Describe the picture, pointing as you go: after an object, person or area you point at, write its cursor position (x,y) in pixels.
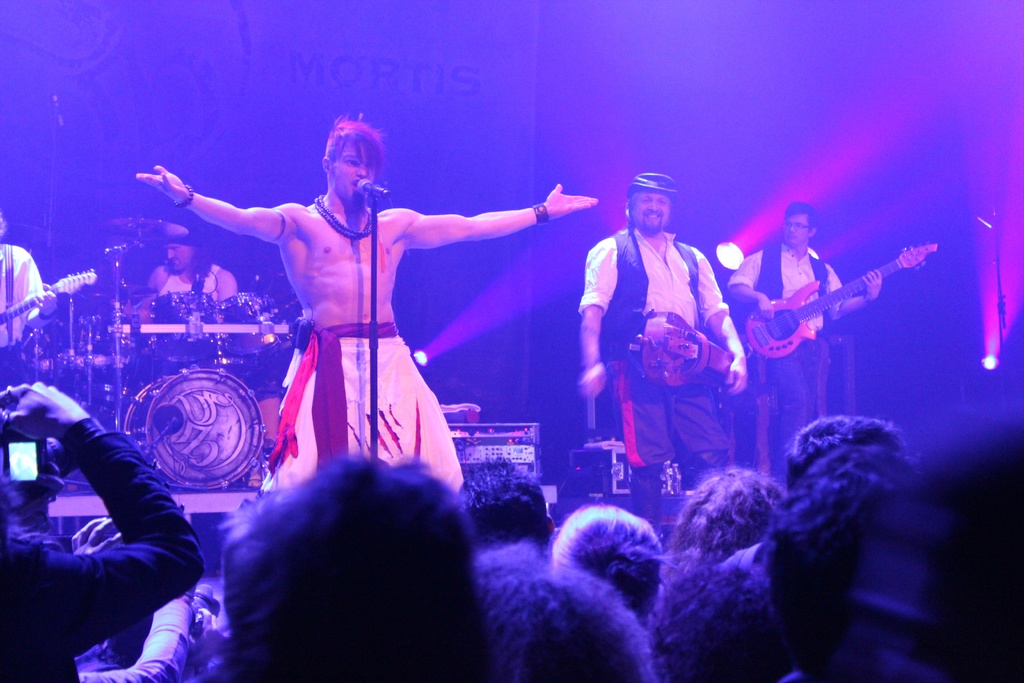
The person (336,263) without a shirt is singing in front of a mic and the persons (796,275) wearing white dress (652,301) is playing music on the stage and there are audience (547,559) in front of them.
